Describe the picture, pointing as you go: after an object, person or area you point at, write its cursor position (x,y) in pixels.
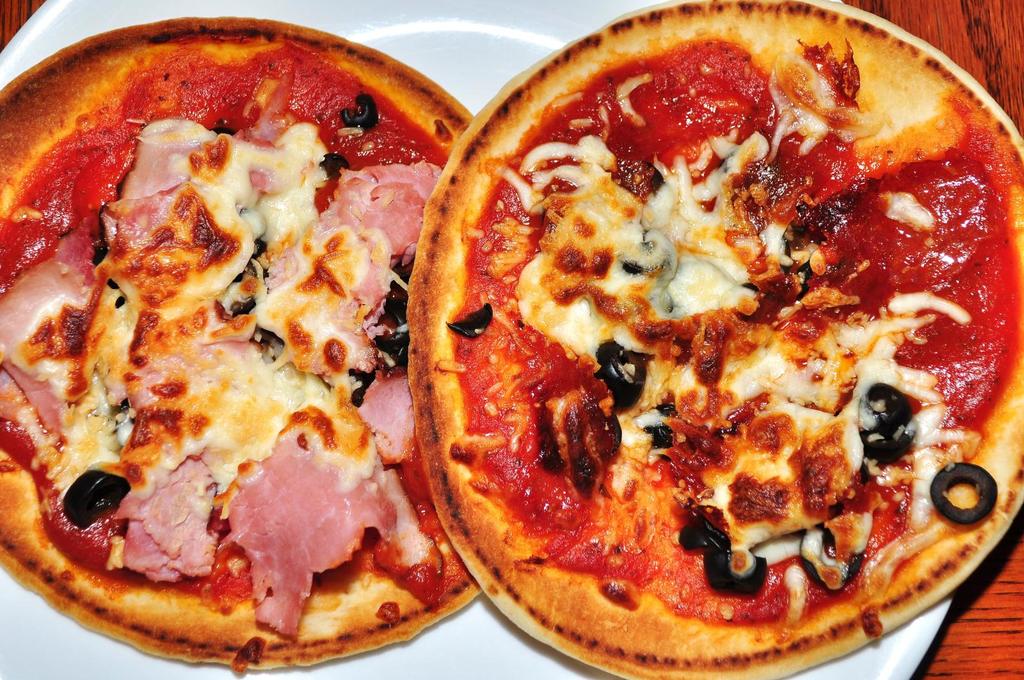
In this image I can see a white colored plate (430,35) on the brown colored table (925,29). I can see few food items (594,324) in the plate (401,18).
